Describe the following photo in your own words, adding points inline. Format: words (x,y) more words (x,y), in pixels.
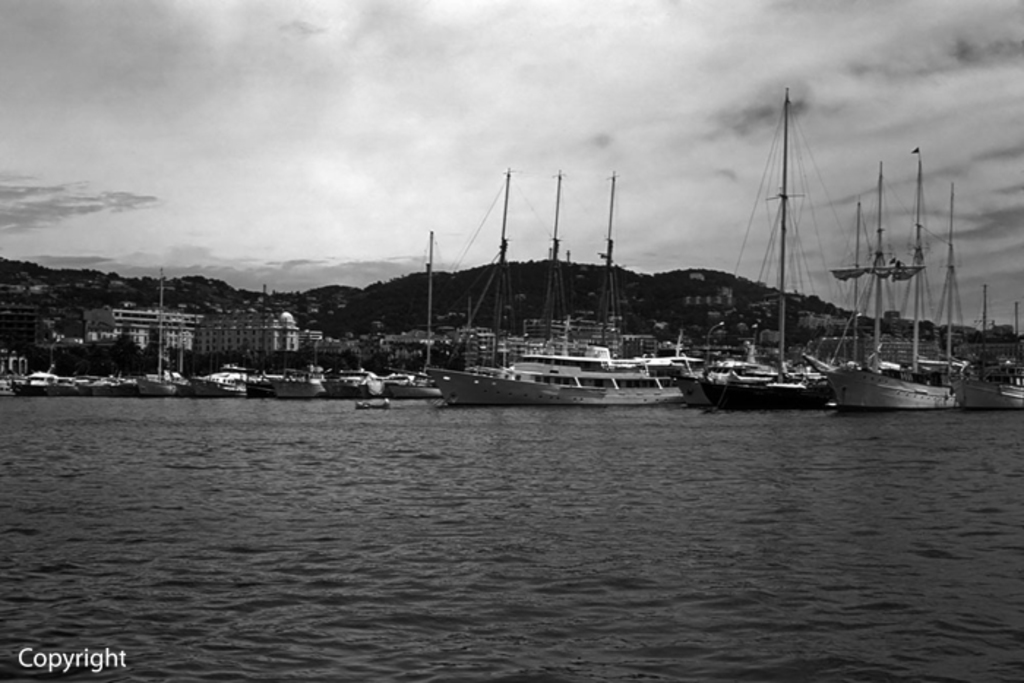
It is a black and white image and there is a water surface (137,434), there are a lot of ships (745,355) on the water surface (391,590). In the background (478,322) there are many buildings (144,320) and mountains (20,265).
